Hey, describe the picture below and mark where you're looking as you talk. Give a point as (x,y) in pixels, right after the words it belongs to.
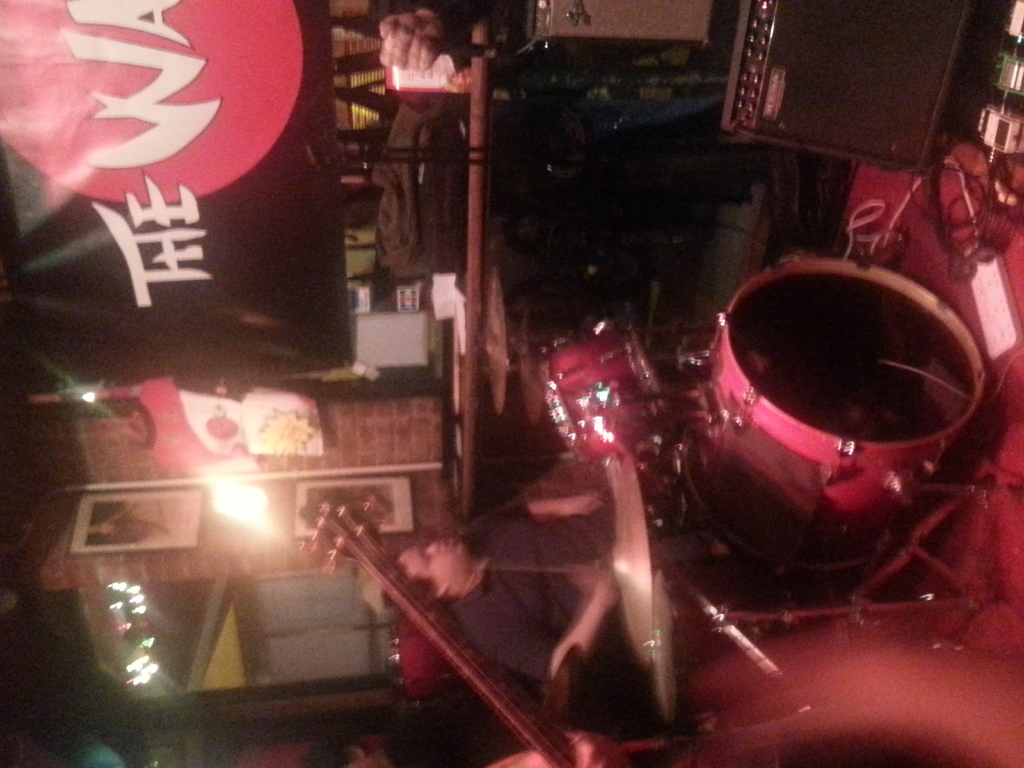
In this image I can see a man (461,525) on the bottom of this picture (477,650) and I can see the musical instruments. On the right side of this picture (886,160) I can see few equipment (783,61) and the wires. On the left side of this picture (322,244) I can see lights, a banner (219,315) on which there is something written and the photo frames (181,533) on the wall (182,477).
